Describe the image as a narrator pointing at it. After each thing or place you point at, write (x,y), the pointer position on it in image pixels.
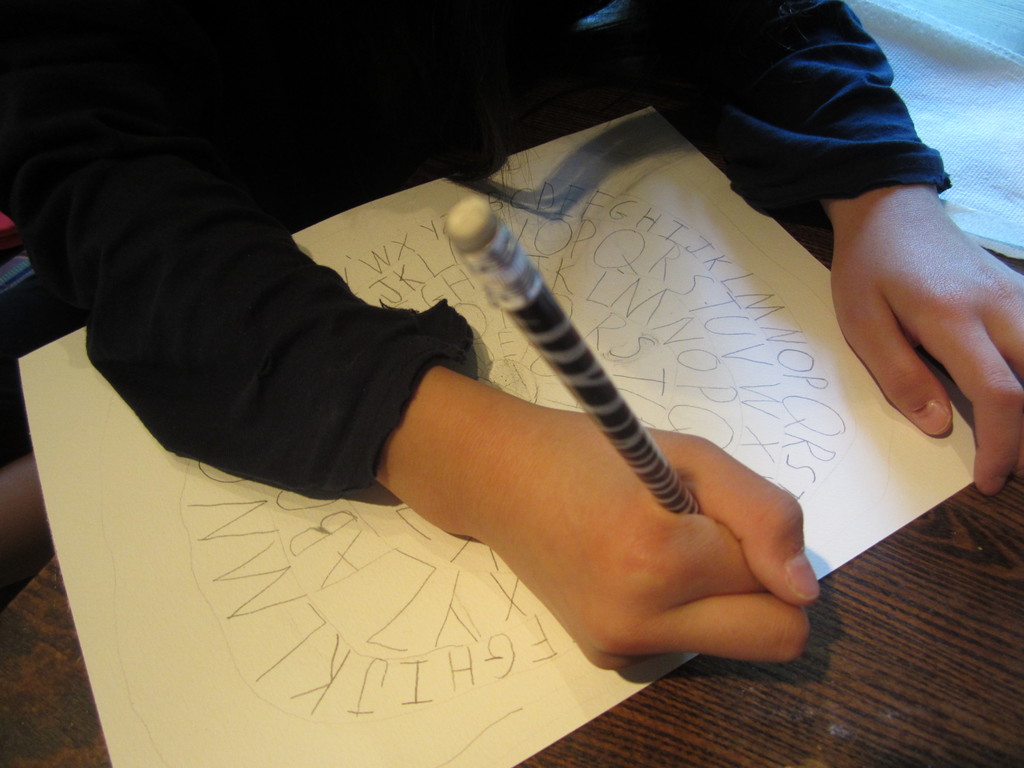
In this image I can see a person (296,252) wearing black color dress (231,242) is in front of the brown colored table (900,669) and on the table (925,668) I can see a paper (761,370). I can see a person (595,429) is holding a pencil (602,401) and writing something on the paper (714,343). I can see few other objects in the background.
